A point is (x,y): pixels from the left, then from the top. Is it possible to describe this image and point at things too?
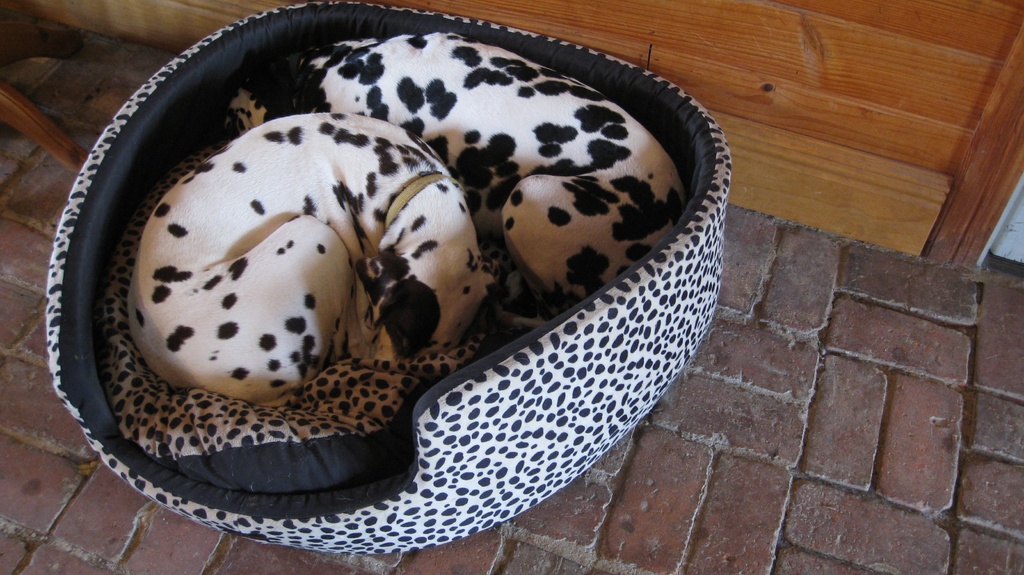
In the picture we can see a tile path (544,536) on it, we can see a dog bed (272,43) with two dogs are sleeping in it and the dogs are white in color with black dots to it and behind the bed (259,43) we can see a wooden wall (820,81).
